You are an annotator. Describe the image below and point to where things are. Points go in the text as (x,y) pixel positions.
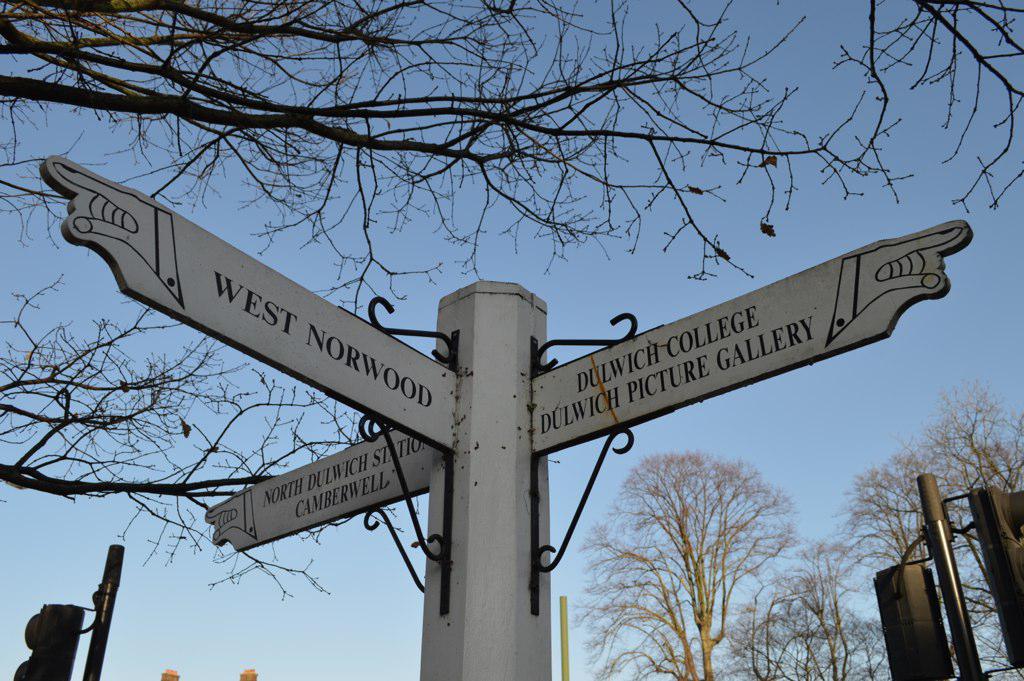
In this picture there is a sign pole (347,387) in the center of the image (501,329) and there are traffic poles (891,610) at the bottom side of the image (887,624), there are trees (976,180) in the background area of the image (104,47).
